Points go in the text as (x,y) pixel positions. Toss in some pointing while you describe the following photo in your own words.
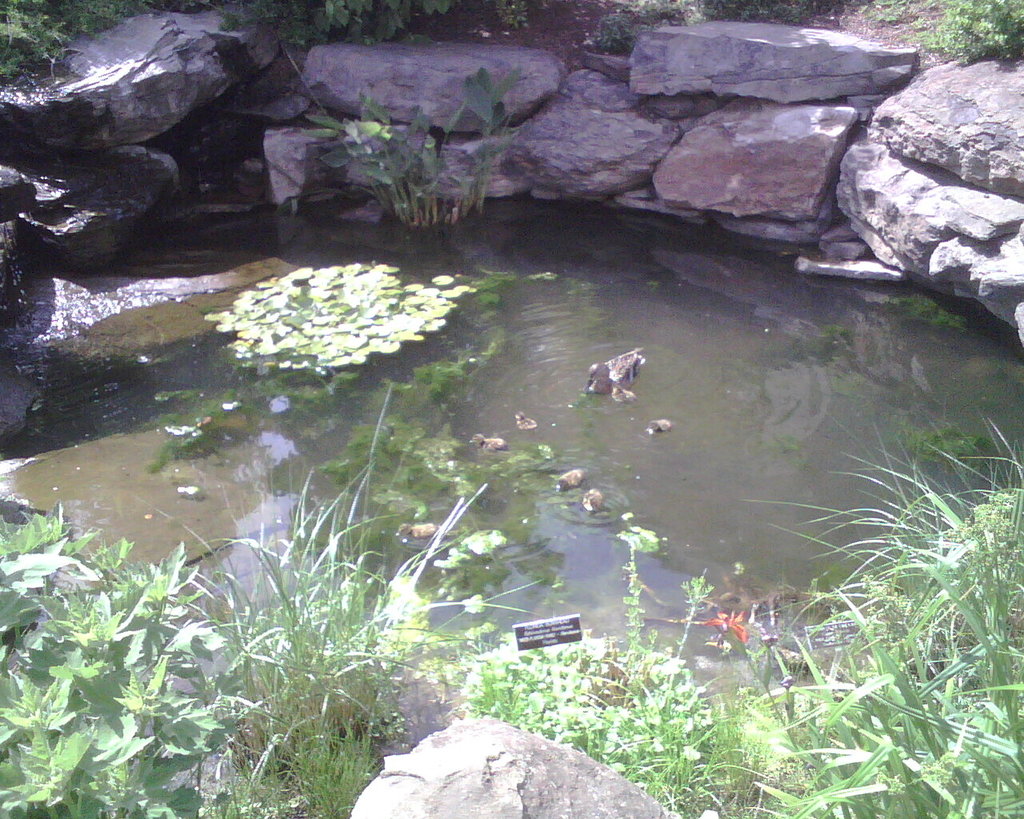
In this picture there is water (378,384) in the center of the image (550,385), which contains algae (433,424) and there are rocks (518,110) around the water (590,515) and there is greenery (983,785) in the image.
